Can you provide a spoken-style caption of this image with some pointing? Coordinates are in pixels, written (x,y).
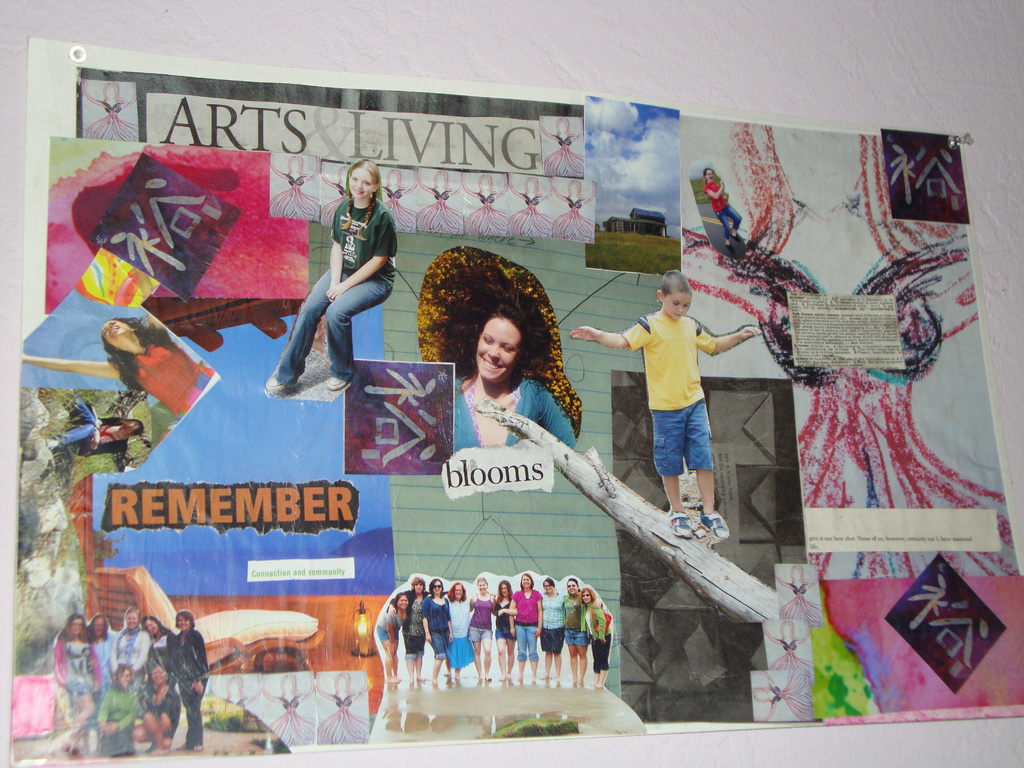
In this image we can see a paper (678,570) on which some pictures (423,341) and text (334,527) was pasted.
